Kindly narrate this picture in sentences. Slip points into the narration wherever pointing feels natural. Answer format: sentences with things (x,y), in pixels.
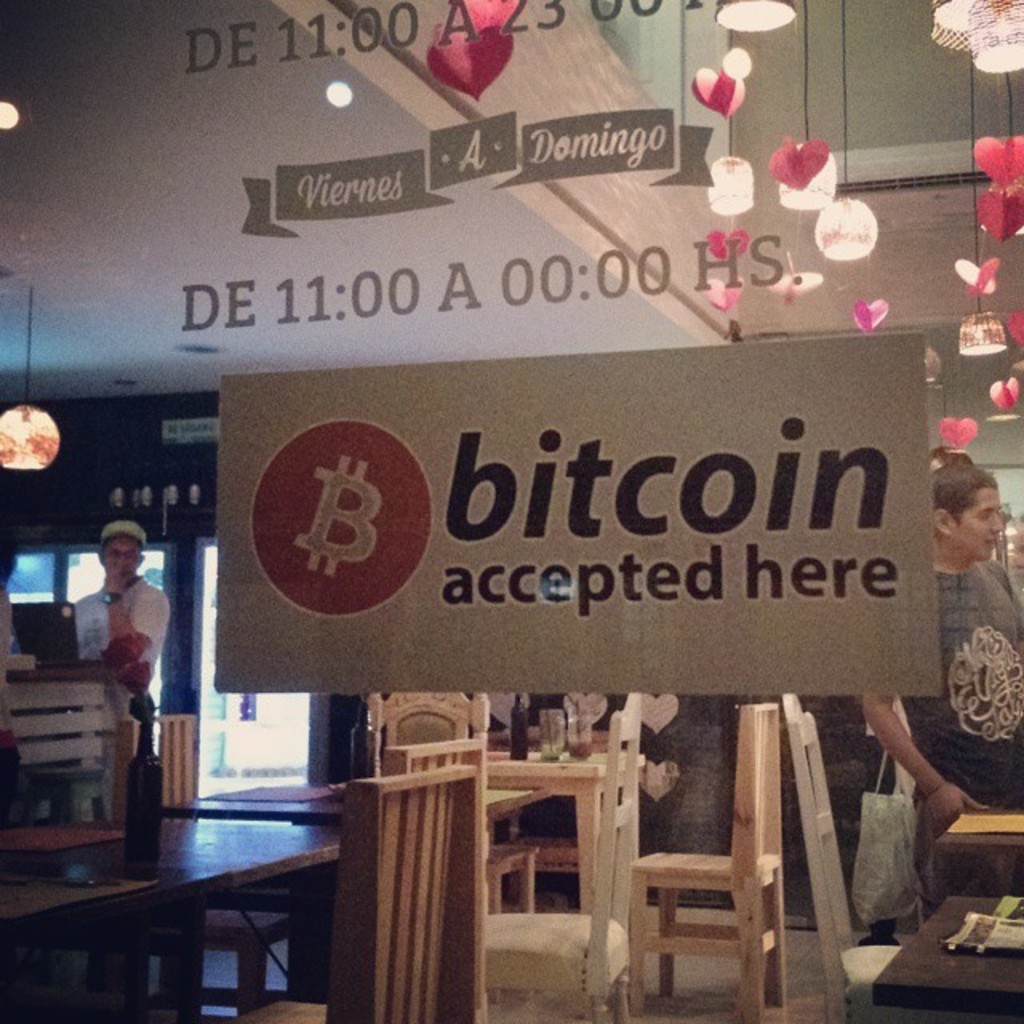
In this picture we can see two persons (100,598) standing and we have tables (266,854) and chairs (504,850) and on table (224,805) we can see bottles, papers (966,928) and in background (9,455) we can see lights (8,438), banners (433,173) and some decorative items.
